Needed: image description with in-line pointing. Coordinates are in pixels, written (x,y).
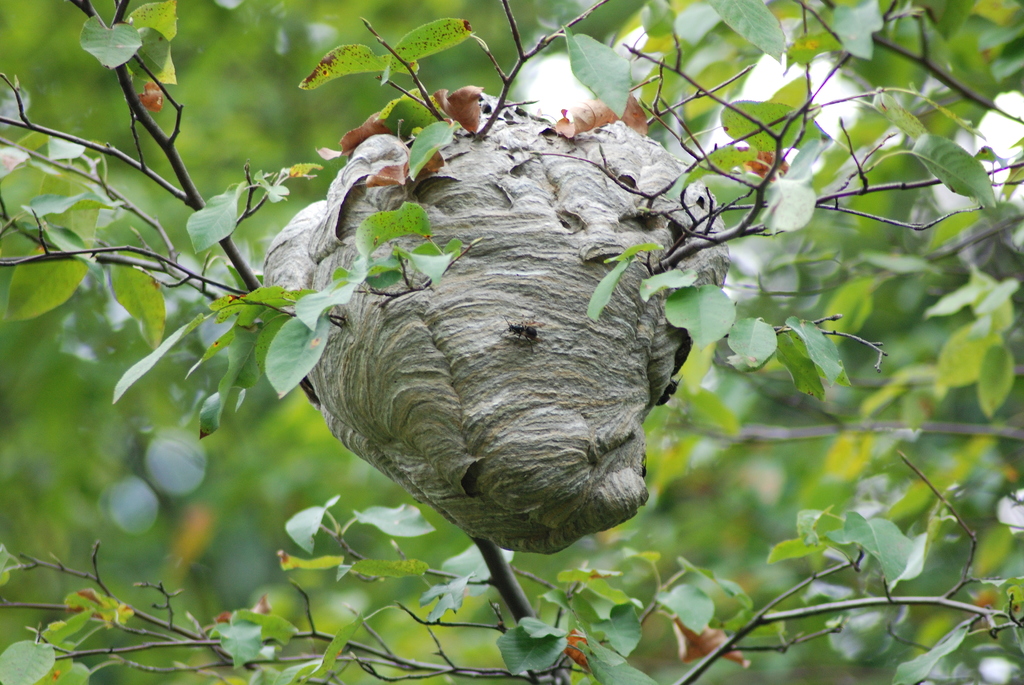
Background (49,54) portion of the picture is blur. In this picture we can see the leaves (779,30), branches (93,176). We can see an insect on the nest (507,354).
